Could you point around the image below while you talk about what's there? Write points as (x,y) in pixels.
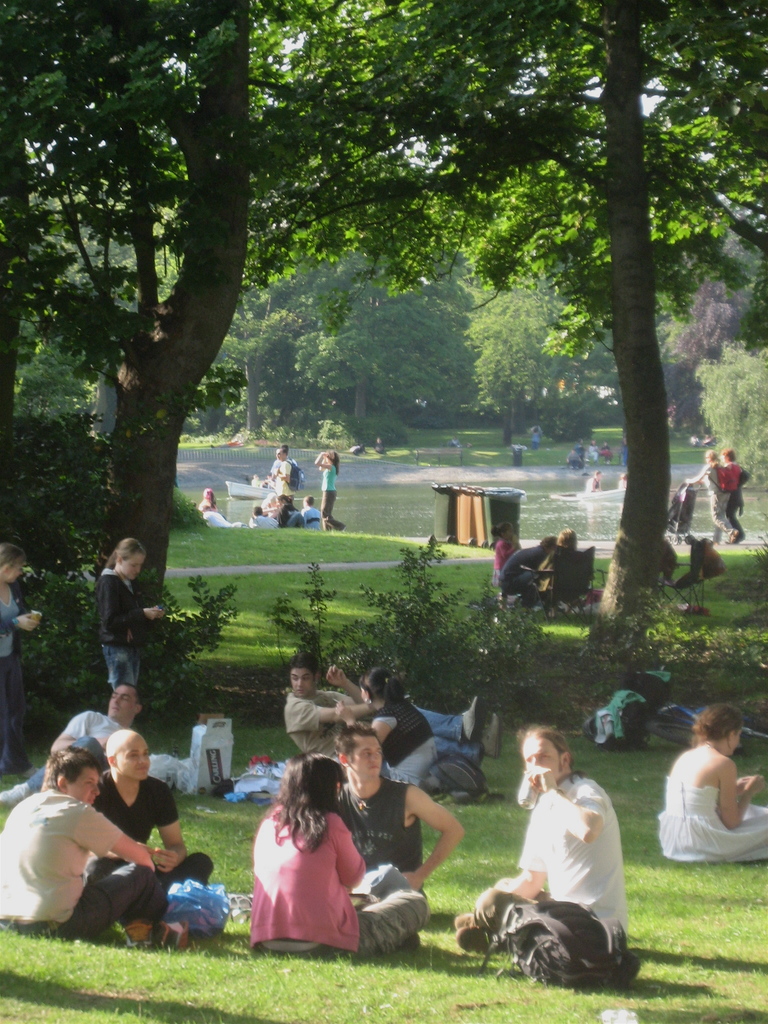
In this picture we can see people (599,485) are in the water (578,511), around we can see some people (127,885) are on the grass (158,954) and we can see some trees (272,212).
